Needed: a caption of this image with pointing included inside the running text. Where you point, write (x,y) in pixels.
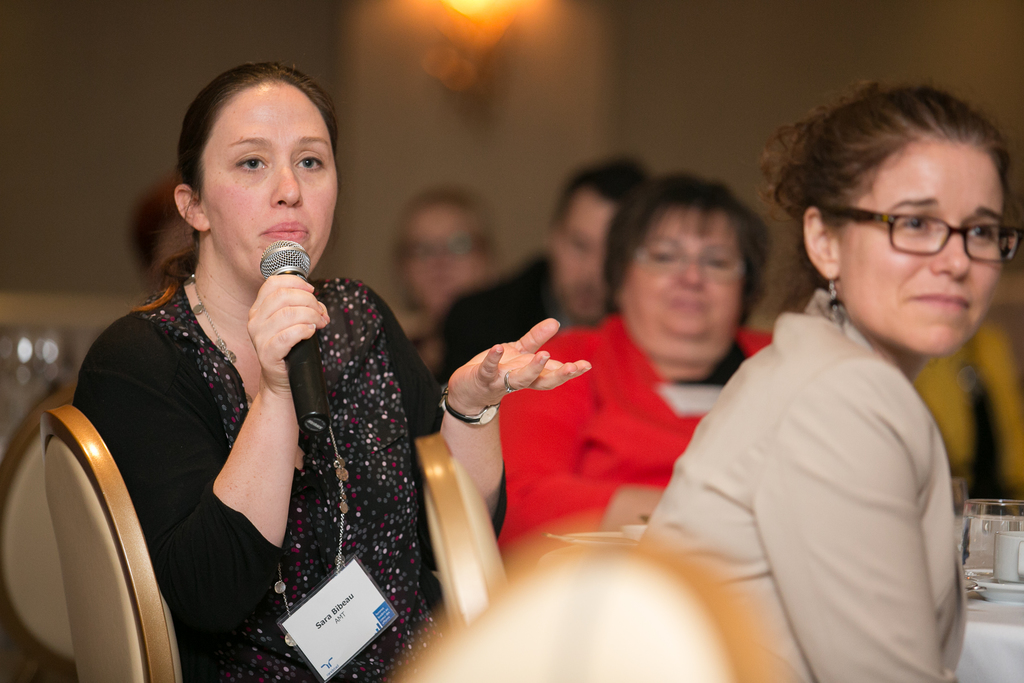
A lady (335,466) wearing black dress (320,560) and tag (333,587) holding mic (308,343) and talking. Besides her many other persons (668,334) are sitting. And there are chairs (573,609). And there is a table (984,643) and on the table (995,633) there is a glass (991,531), cup (998,556) and saucer (1002,589). Lady (847,510) wearing a coat (842,391) is wearing a specs (895,232).
